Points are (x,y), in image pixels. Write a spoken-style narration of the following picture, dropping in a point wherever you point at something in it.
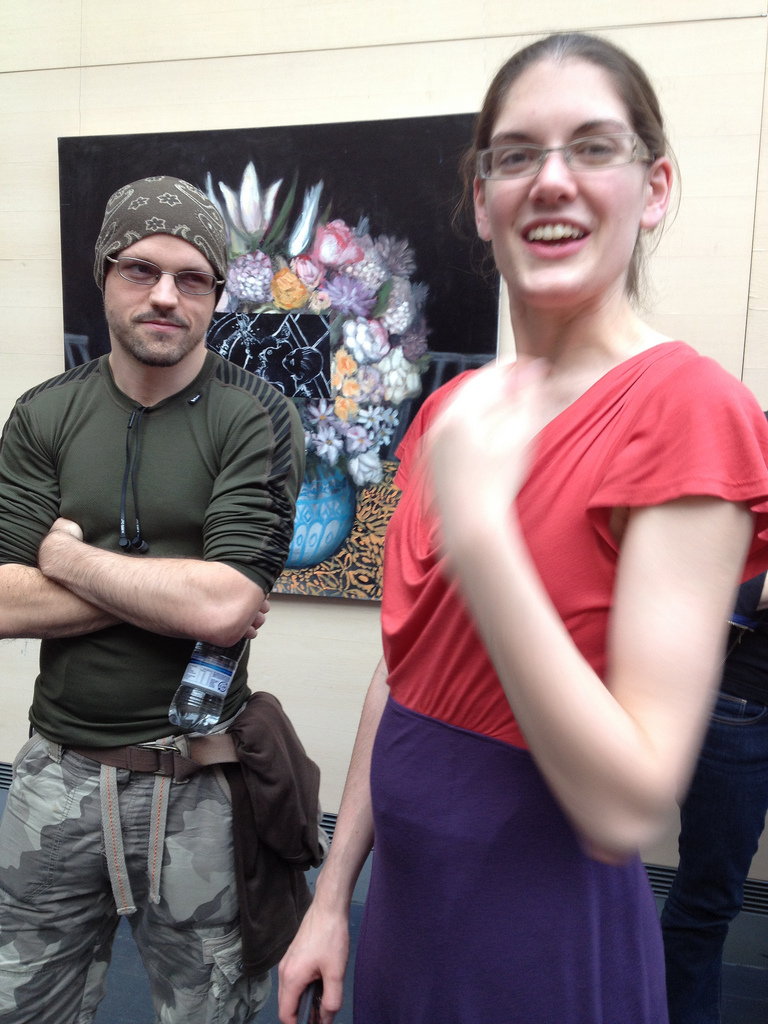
In the center of the image (258,483) we can see a man (113,725) and a lady (465,796) standing. In the background (346,204) there is a wall frame (335,381) placed on the wall (731,237).
